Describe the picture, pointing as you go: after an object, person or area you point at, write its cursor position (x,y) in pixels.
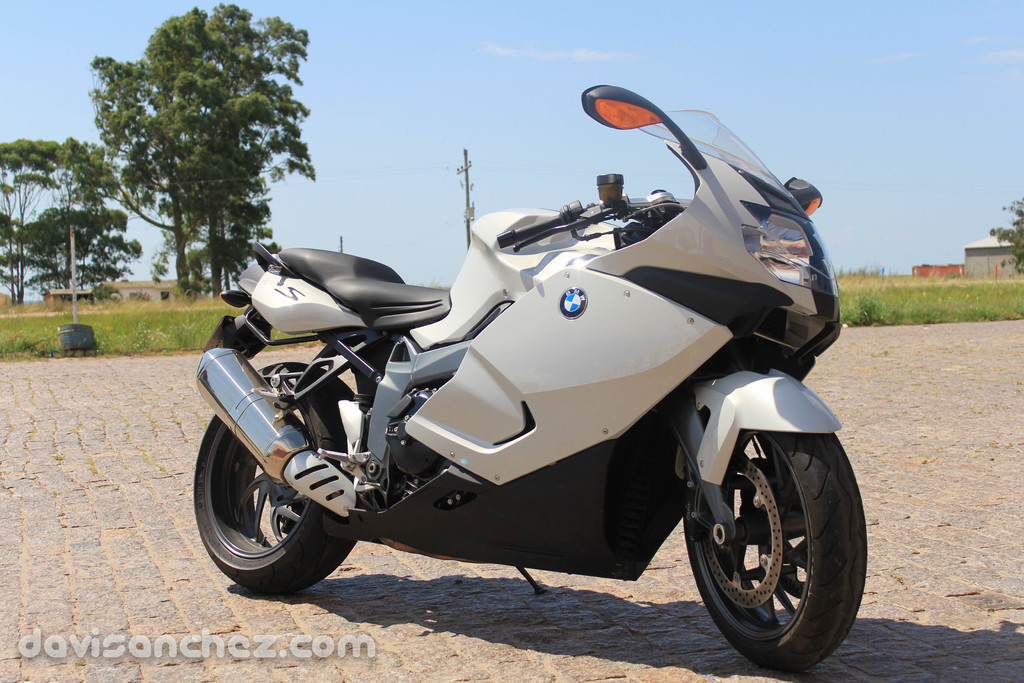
In this image we can see a motorcycle (737,218). In the back (247,256) there are trees (247,256). On the ground (238,618) there is grass (955,282). Also we can see few buildings (961,272). At the bottom (97,628) there is text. In the background (390,140) there is sky (651,81). And we can see a pole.
